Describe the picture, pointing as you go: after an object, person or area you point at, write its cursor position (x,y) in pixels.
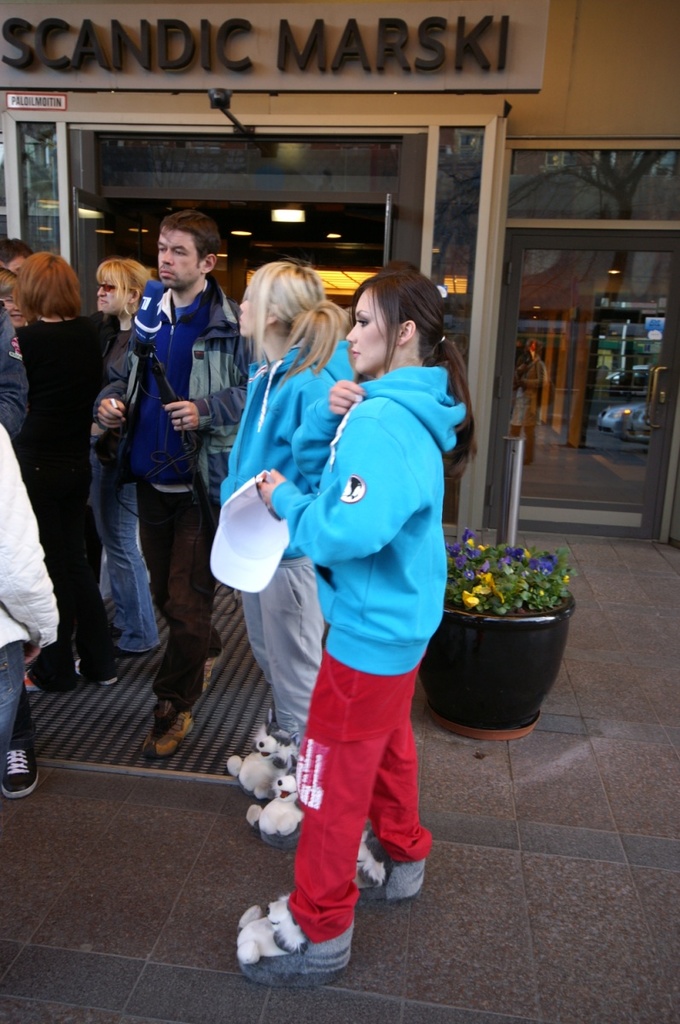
In the center of the image (334,413) there are people (174,669) standing. In the background of the image (340,69) there is a store (412,133). There is a flower pot (465,535). At the bottom of the image (469,1006) there is floor (468,954).
